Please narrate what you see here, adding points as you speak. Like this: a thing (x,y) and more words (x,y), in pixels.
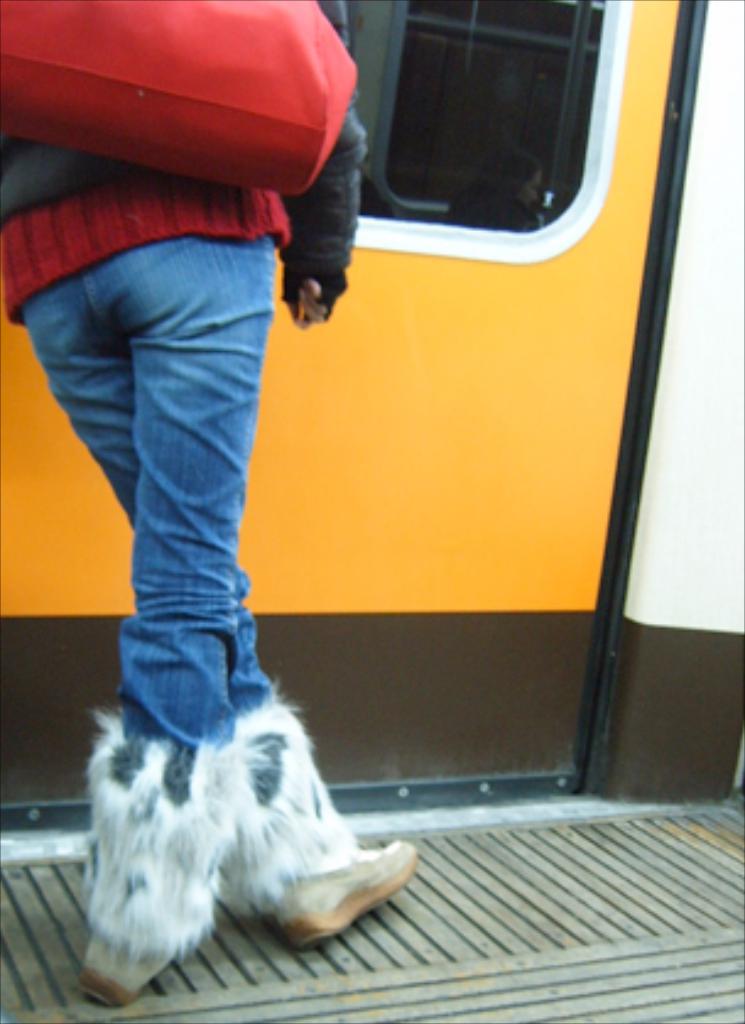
In this image we can see a person (101,388) wearing blue color jeans (166,347) and boots (156,892) standing near the door (413,537) which is in yellow color.
